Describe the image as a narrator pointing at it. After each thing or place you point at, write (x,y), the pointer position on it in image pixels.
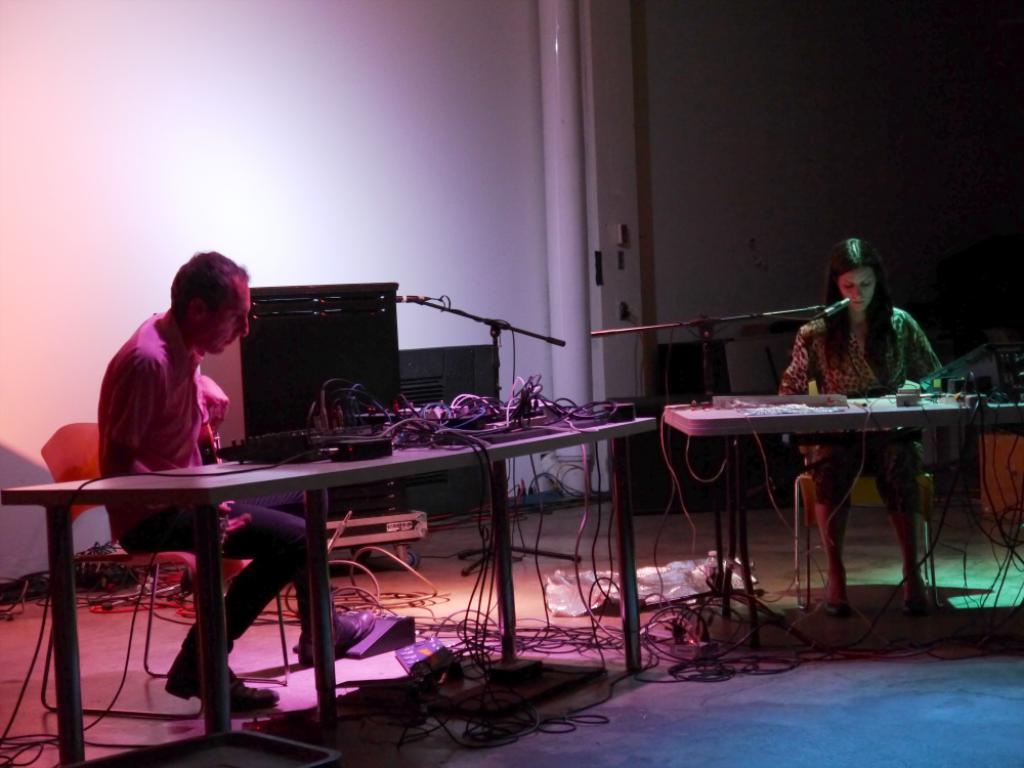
In this picture we can see a man (216,383) and a woman (801,381) sitting on chairs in front of tables (496,496), there are some switch boards (460,420) and wires (440,420) on these tables (384,473), we can see microphones (828,308) in front of them, in the background (379,109) there is a wall (381,128), there is a box (321,350) in the background (289,353), we can see wires (674,656) at the bottom (702,656).
